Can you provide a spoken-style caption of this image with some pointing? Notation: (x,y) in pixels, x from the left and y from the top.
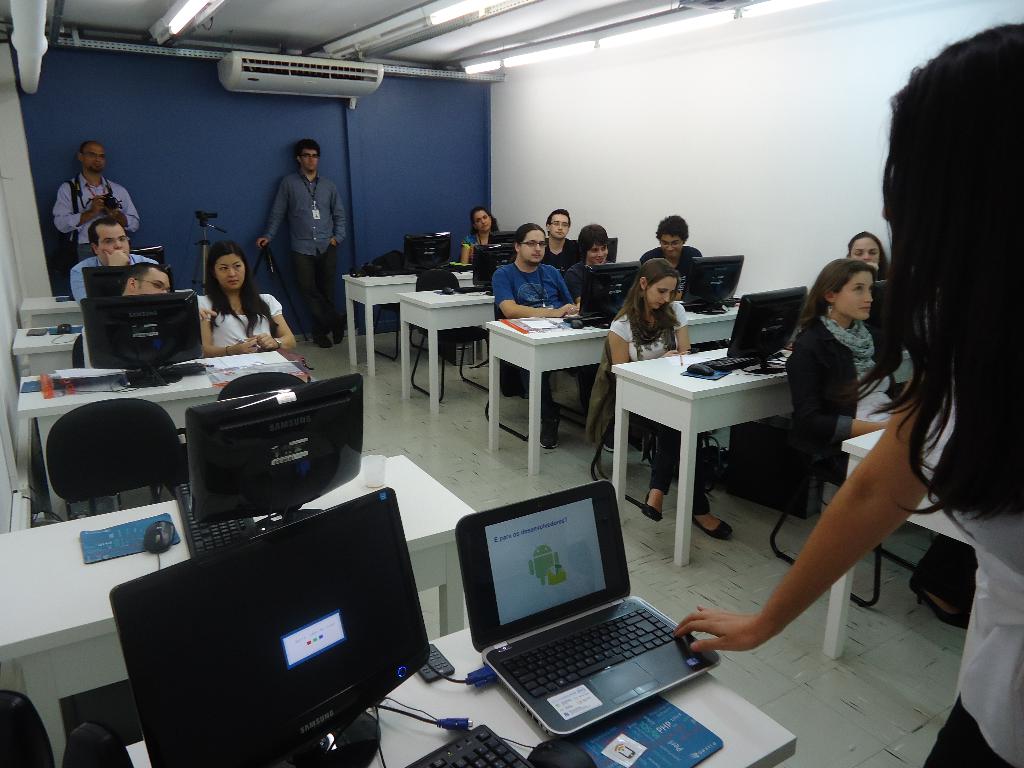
This picture shows a room (156,223) where we see people (136,283) seated on the chairs (157,433) and we see computers (255,516) in front of them on the table (426,319) and we see a man (328,194) standing on the back (308,162) and other man (95,157) standing and holding a camera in his hand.
